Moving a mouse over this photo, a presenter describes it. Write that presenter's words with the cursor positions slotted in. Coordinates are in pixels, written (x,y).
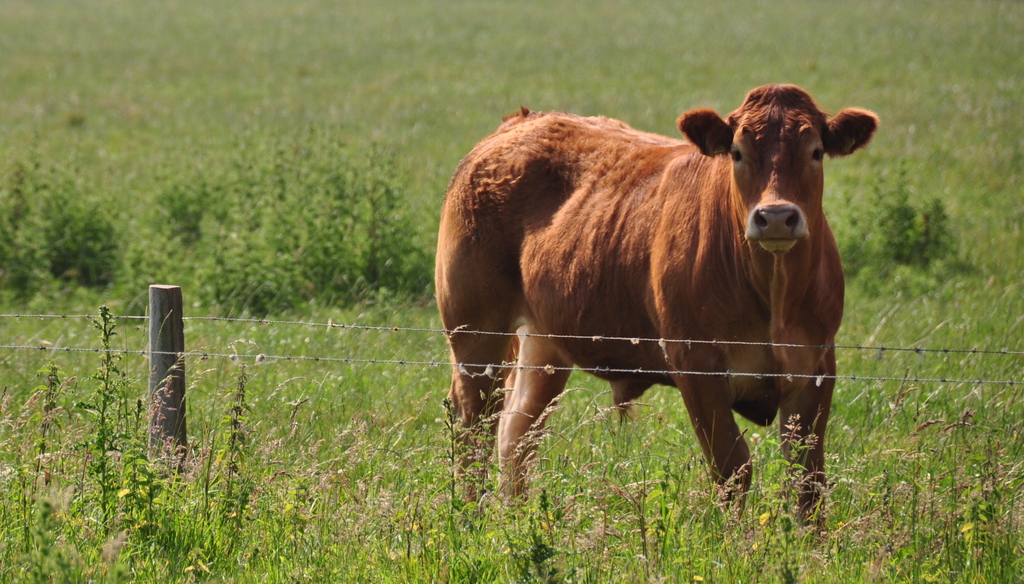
In the center of the image (673,236), we can see an animal (576,254) and there is a fence (530,369). At the bottom (304,462), there is ground (304,462) covered with grass (231,426).
